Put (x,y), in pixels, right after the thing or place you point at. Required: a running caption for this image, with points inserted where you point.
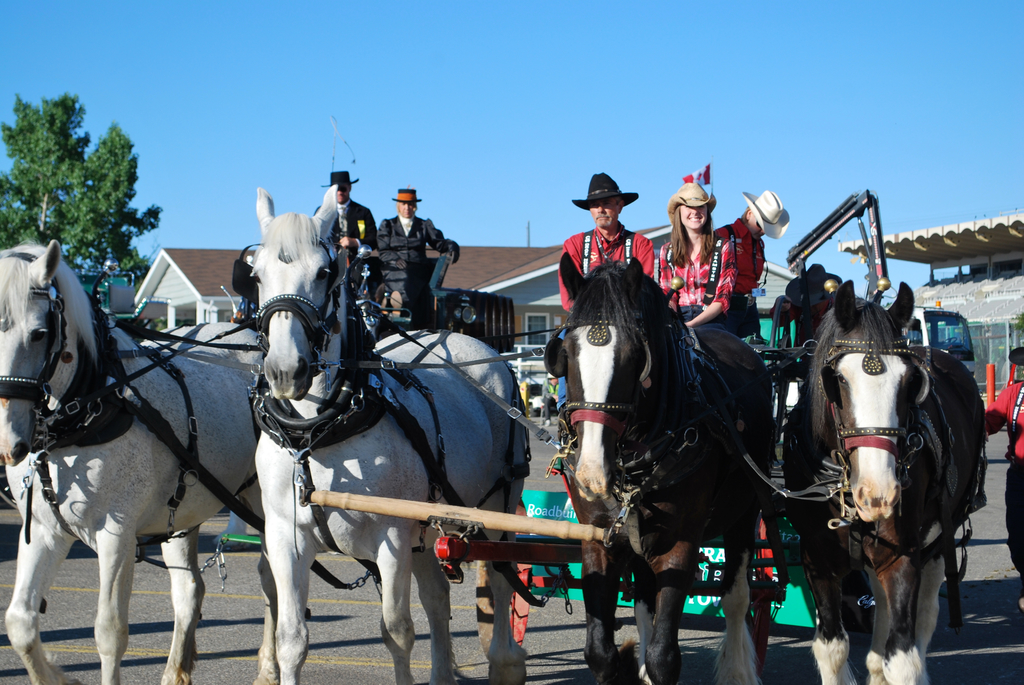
In the image we can see there are people (602,250) wearing clothes (705,277) and hats (680,194). They are sitting on the carriages (509,311), there are four horses (579,465). There is a road (351,658), tree (37,193), building (212,290) and window (535,328) of the building (528,317) and a sky (447,58).
